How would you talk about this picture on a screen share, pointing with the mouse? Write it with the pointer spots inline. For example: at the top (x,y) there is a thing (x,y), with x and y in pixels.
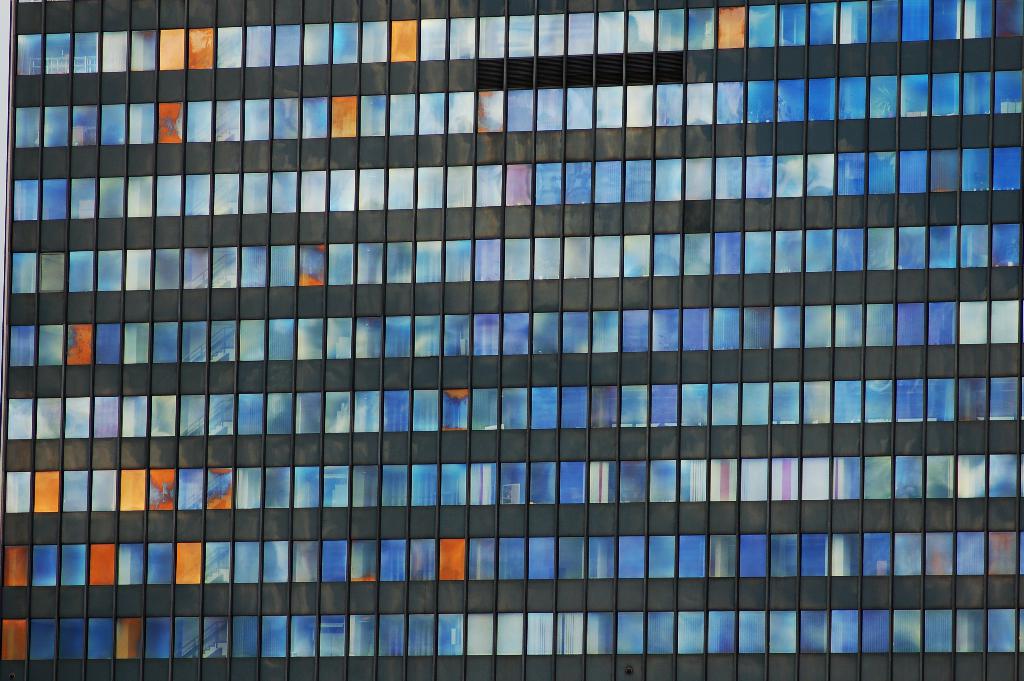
In this image I can see a building (221,474). There are many window glasses (611,277).
